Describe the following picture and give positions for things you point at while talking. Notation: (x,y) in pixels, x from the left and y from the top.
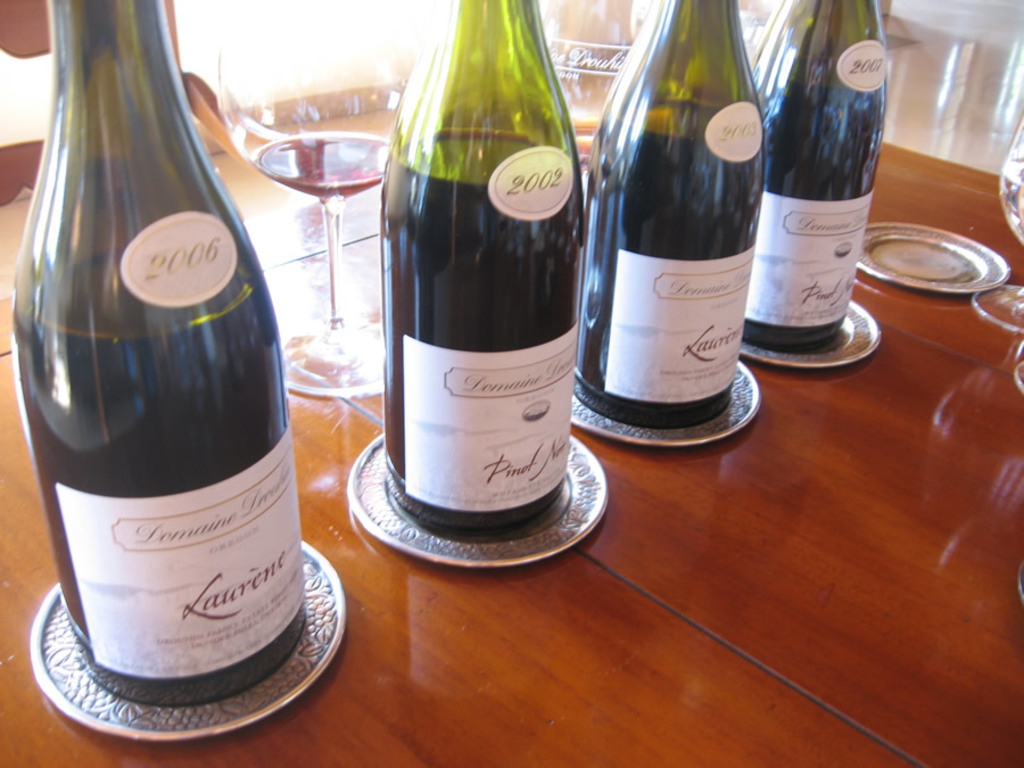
Bottom of the image (830,679) there is a table (12,497) on the table (3,759) there are few bottles (841,134) and glasses (375,124).
